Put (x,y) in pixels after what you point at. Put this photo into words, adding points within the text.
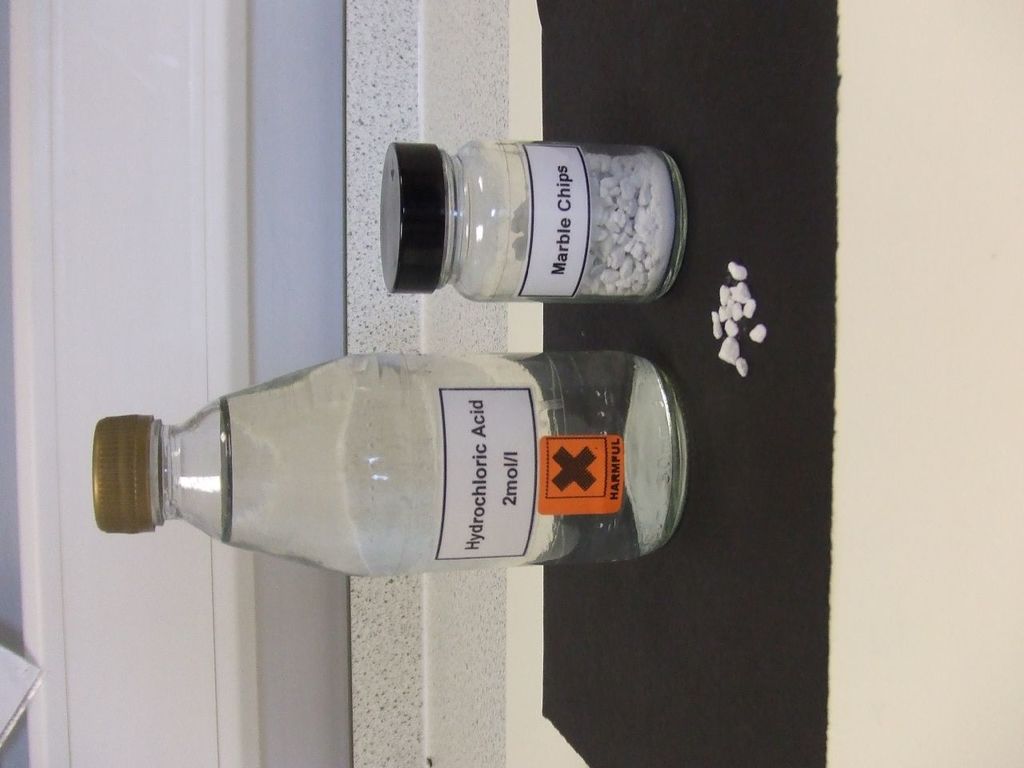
It's a bottle of Hydrochloric acid (500,394) beside it. It's a glass jar (483,277).
